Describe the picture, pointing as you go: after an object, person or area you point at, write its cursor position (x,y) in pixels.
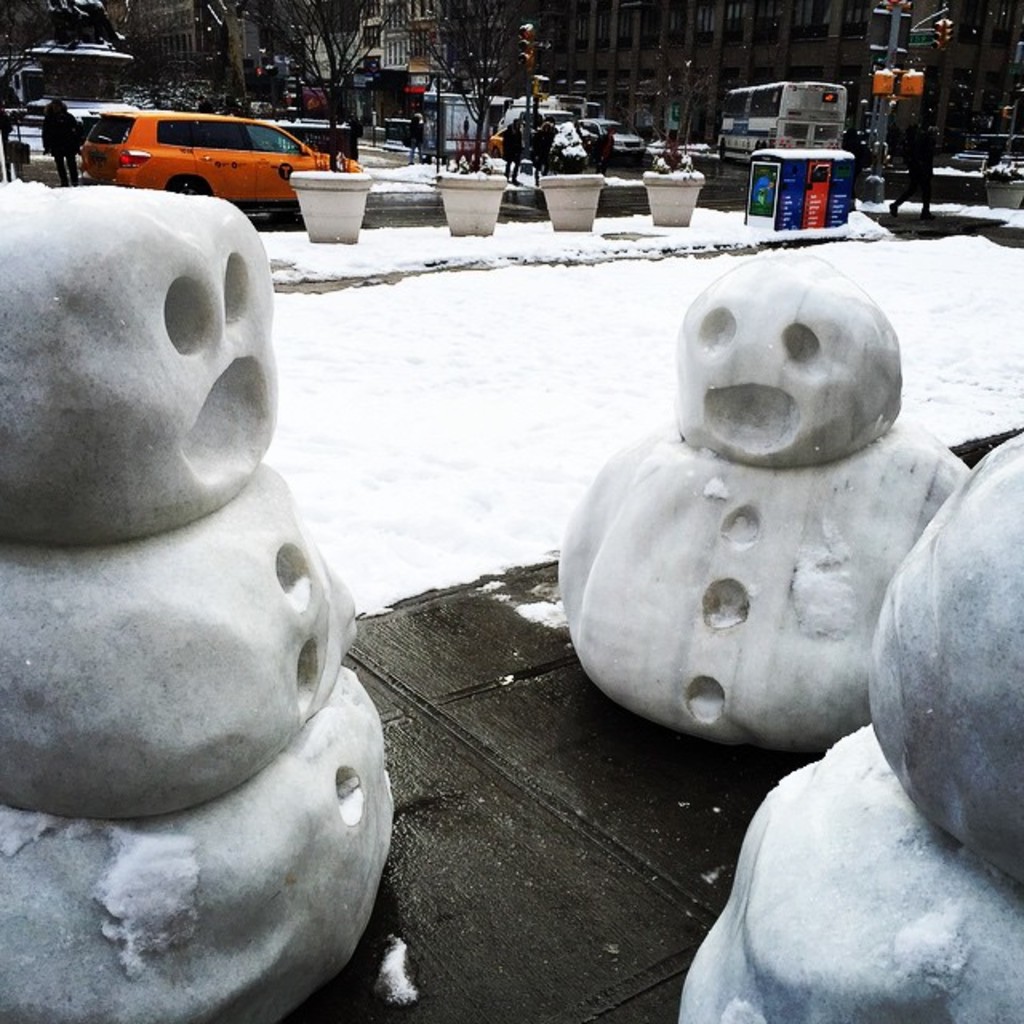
In this picture we can observe some snow statues (725,587). We can observe some snow (587,322) on the land (589,300). We can observe orange color vehicle (201,161) and a bus (735,122) on the road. In the background (589,64) there are some trees (504,56) and buildings (668,31).
